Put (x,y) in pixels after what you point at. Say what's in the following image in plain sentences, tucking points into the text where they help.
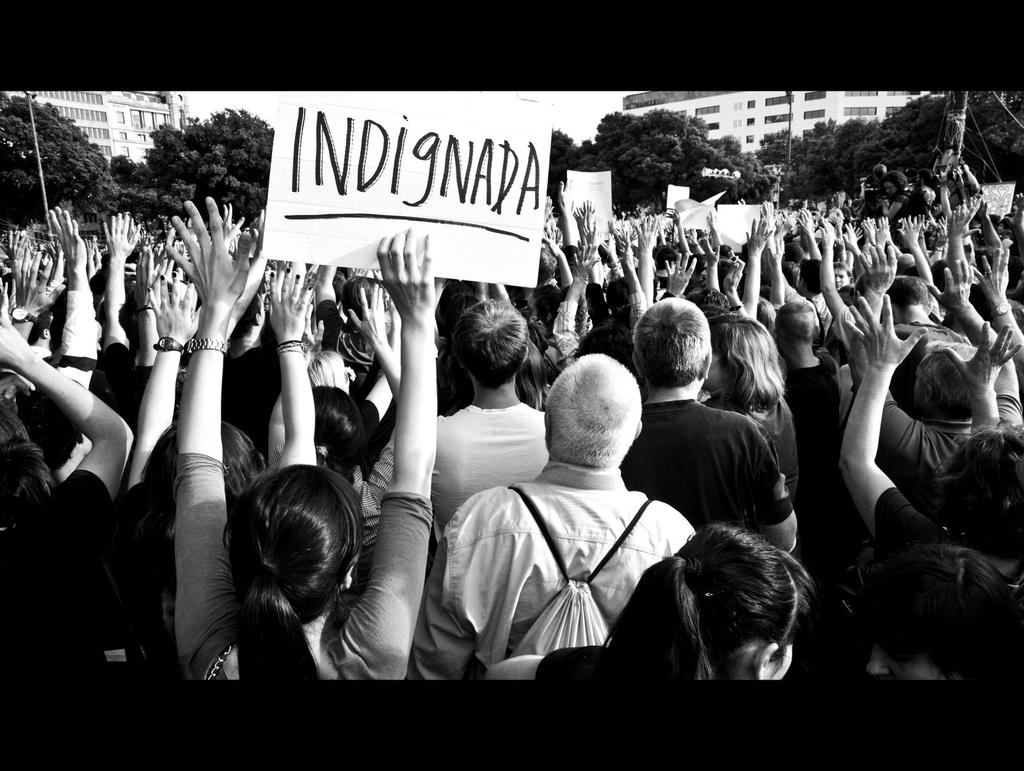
It looks like a black and white image. I can see a group of people (262,294) standing and raising their hands (403,292). Among them few people (378,249) are holding the papers (531,217) in their hands (549,238). In the background (182,170), I can see the buildings (756,117) and the trees (604,157).
